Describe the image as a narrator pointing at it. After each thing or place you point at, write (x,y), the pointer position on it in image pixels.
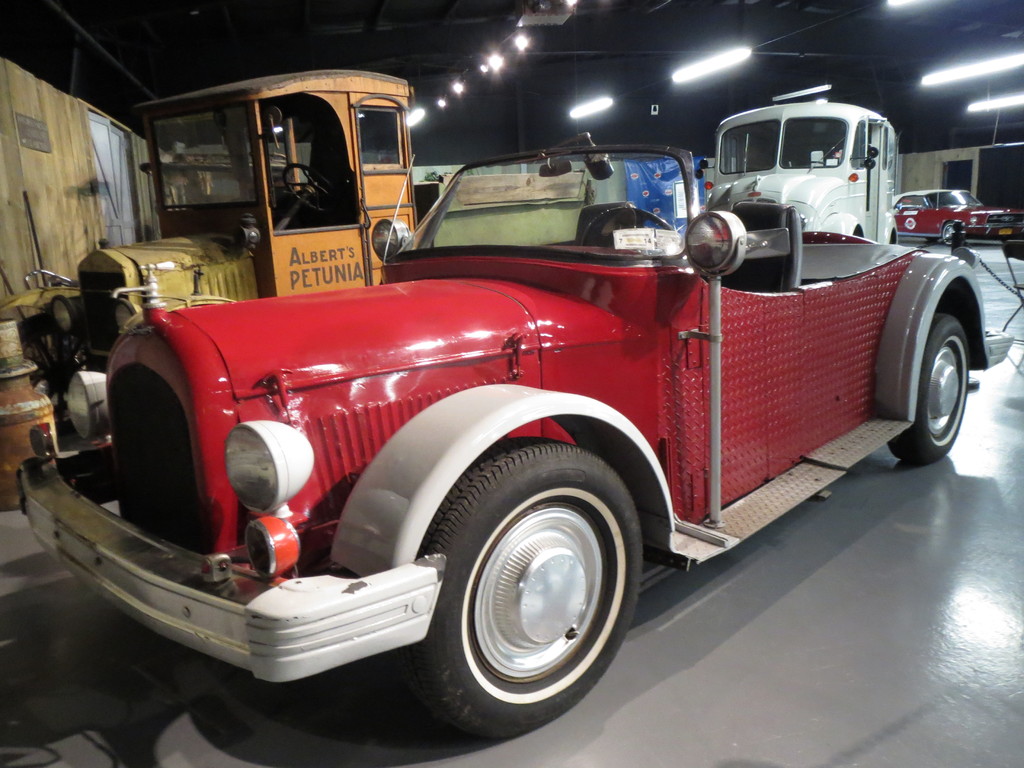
In this image in front (904,453) there are vehicles (483,379) and there are a few other objects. On the left side of the image (139,153) there are wooden planks (25,275). In the background of the image (1001,154) there is a wall (926,180). At the bottom of the image (752,662) there is a floor (820,644). On top of the image (953,75) there are lights (934,81).
